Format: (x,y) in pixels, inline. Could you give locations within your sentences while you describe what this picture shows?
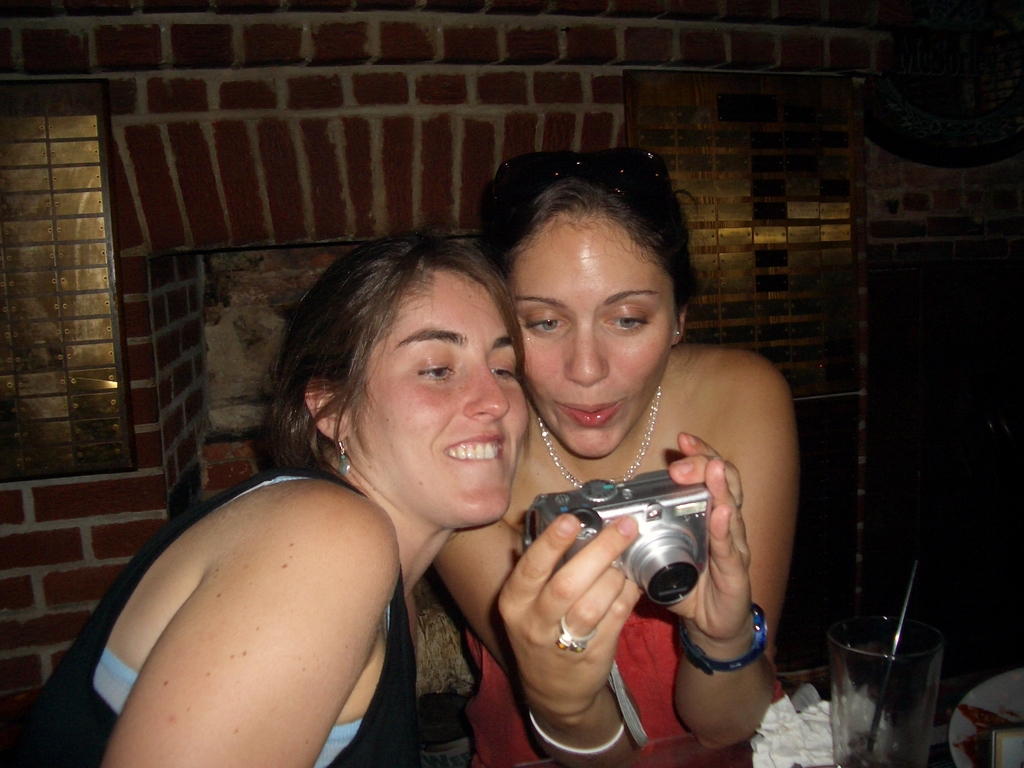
Here we can see a couple of women (495,450) who are watching in their camera (648,497) and there is a glass (867,619) in front of them.
